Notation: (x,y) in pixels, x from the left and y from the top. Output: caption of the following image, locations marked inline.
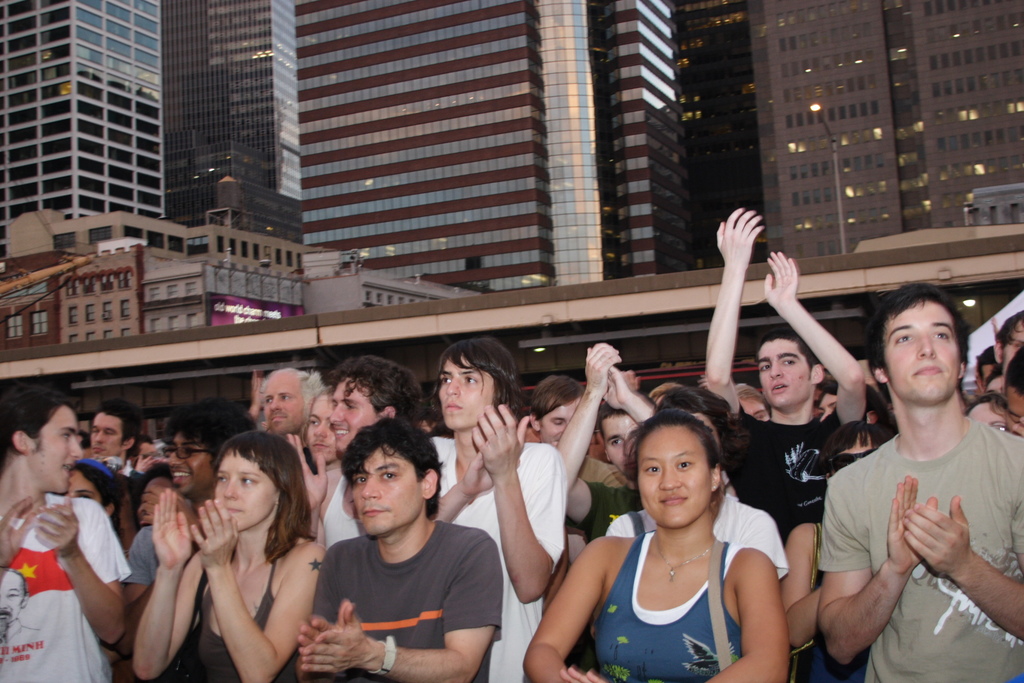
In this picture we can see so many people (347,581) are standing and cheering, behind the people (121,525) so many buildings (227,111) are there.
